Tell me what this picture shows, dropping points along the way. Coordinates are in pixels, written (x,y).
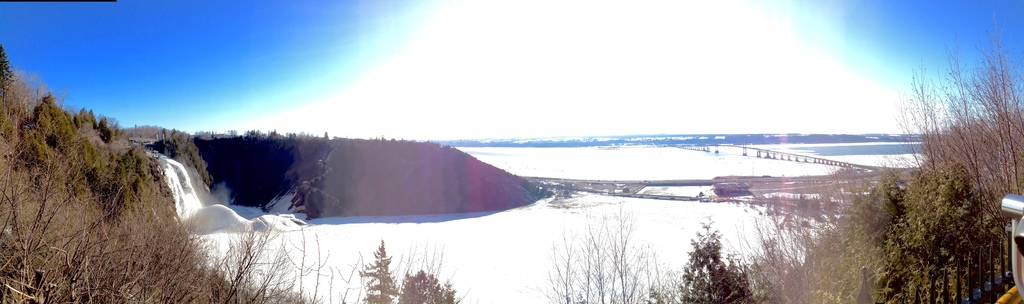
In this image there is snow (426,240) on the ground (356,247). In the center (364,176) there are mountains (250,139). On the either sides of the image there are plants (764,272) and trees (239,271). To the right (816,157) there is a bridge (828,160) behind the plants (887,192). At the top (509,53) there is the sky (433,55).
